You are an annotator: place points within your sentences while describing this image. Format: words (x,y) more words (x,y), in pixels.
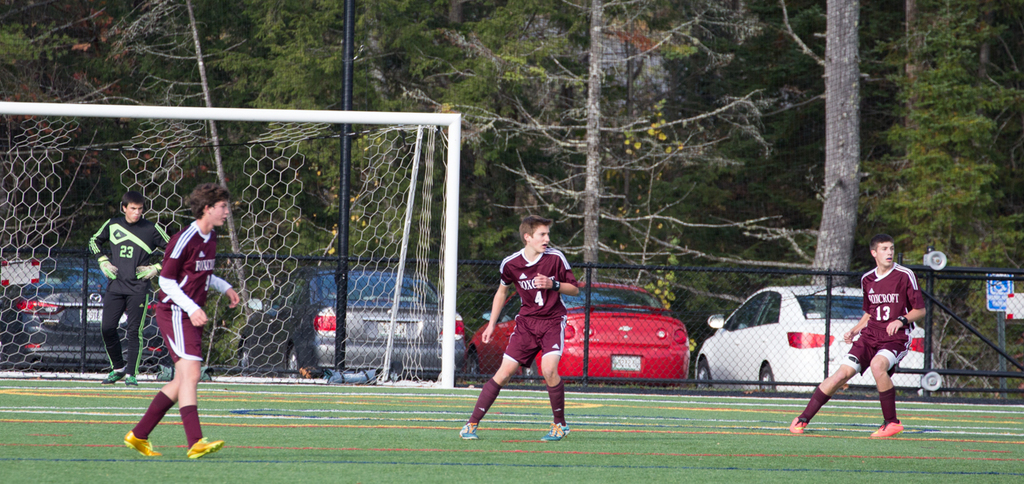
In the center of the image (523,303) we can see people (893,396) playing a football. On the left (27,143) there is a net (225,269). In the background (125,61) there are trees (123,74) and cars (659,373). We can see a mesh (689,313).
